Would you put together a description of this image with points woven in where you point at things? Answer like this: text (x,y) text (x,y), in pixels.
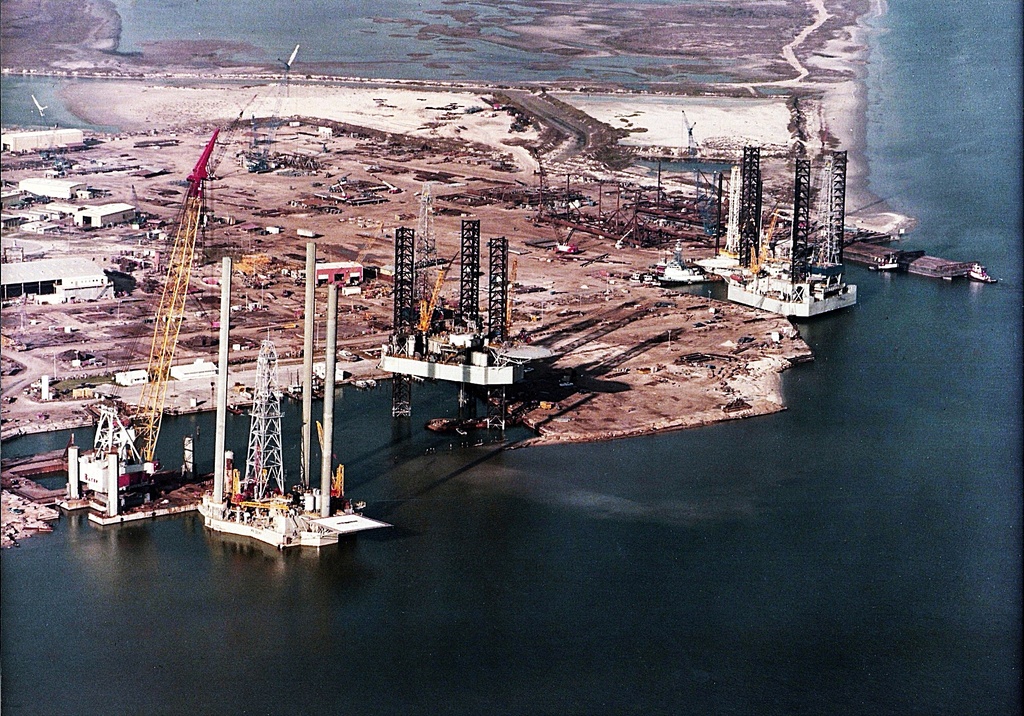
In this image I can see the water (708,531). To the side of the water (943,493) I can see many towers (328,423) and cranes (320,435). I can also see some shades (305,234) on the ground (199,151).
